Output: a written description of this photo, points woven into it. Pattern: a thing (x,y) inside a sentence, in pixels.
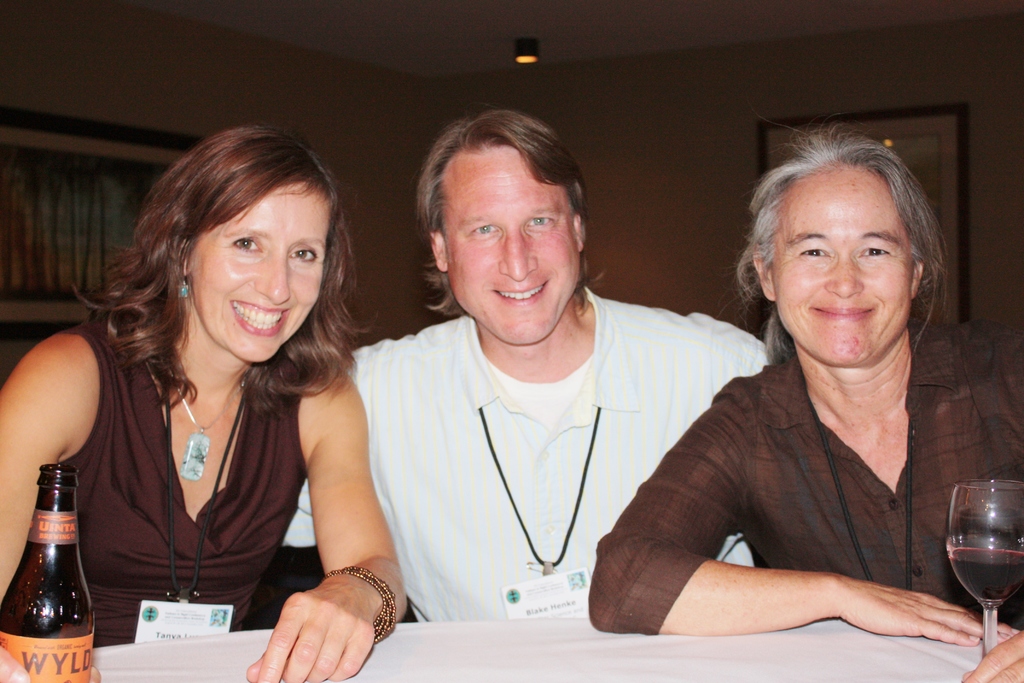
In this image we can see three people (451,379) sitting at the table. On the table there is a glass (985,553) and beer (82,577). In the background (173,64) there is a wall (702,79) and photo frames (178,139).
